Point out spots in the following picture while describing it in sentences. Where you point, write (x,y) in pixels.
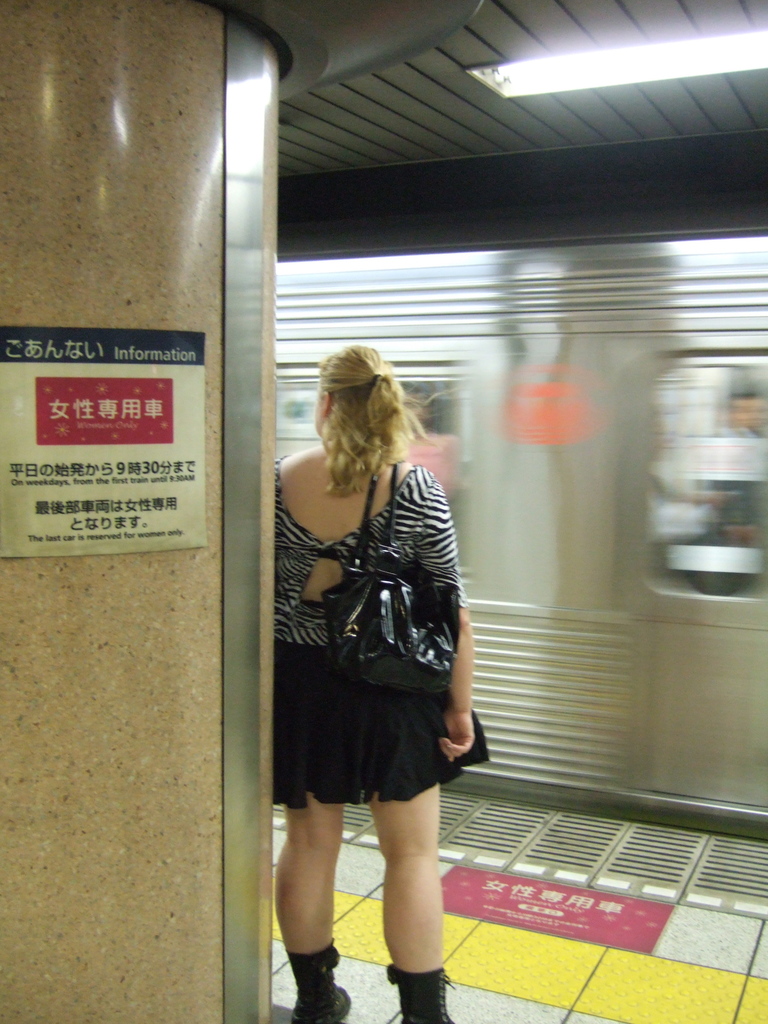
In this image there is a woman (336,532) standing near the train (731,401). There is a pillar (91,983) on the left side (154,324). There is a light (740,68) in the top roof (393,111).
